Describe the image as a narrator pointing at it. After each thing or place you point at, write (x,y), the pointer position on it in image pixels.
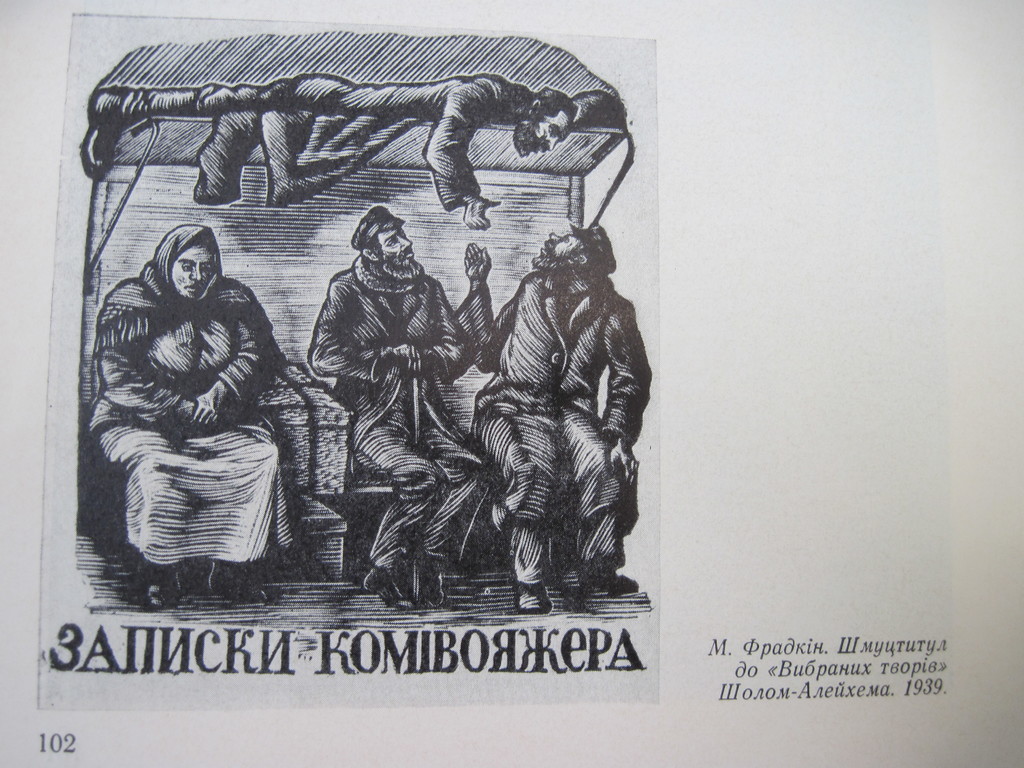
This is a paper (318,330) and we can see a sketch (318,330) of some people (362,297) and there is some text (913,664).
